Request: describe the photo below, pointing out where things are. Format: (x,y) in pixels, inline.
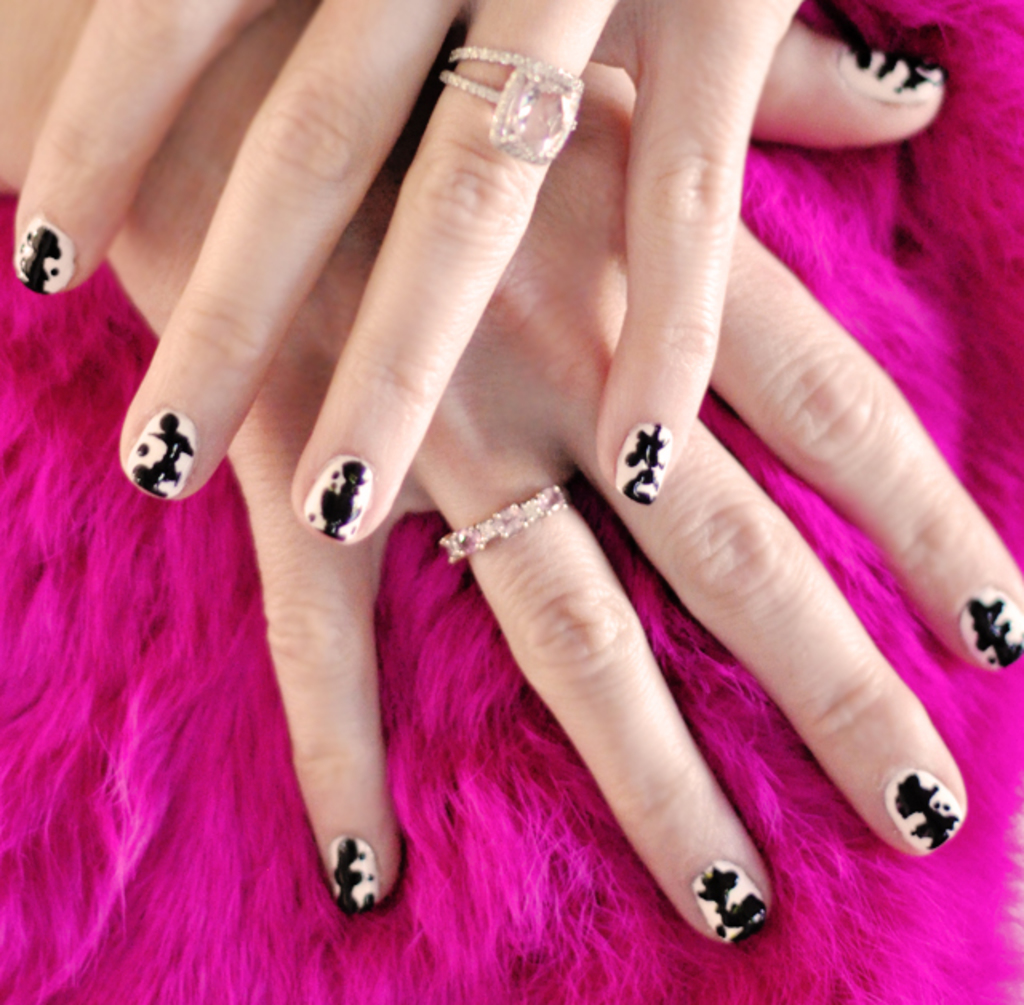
In the picture we can see two women hands (123,190) one on the other they are on the pink color fur surface (910,922) and to the fingers (513,469) we can see finger rings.
